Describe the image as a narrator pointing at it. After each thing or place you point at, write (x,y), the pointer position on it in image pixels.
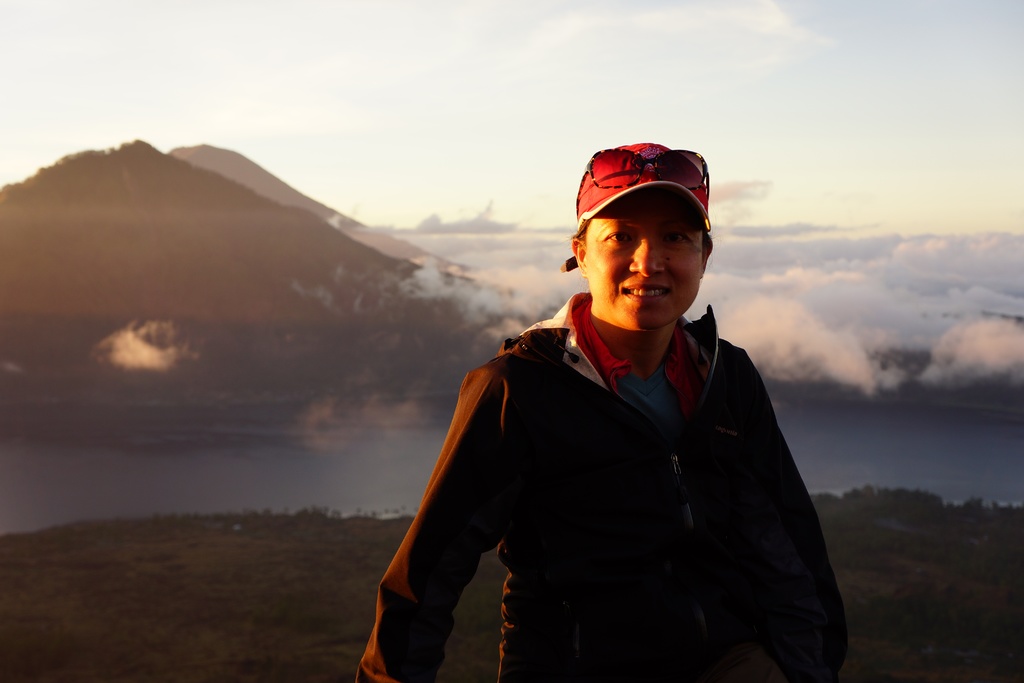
In the middle of the image (518,340) a person (531,537) is standing and smiling. Behind the person (737,561) there is water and there are some hills (894,348) and clouds (1018,277) and sky (280,148).
